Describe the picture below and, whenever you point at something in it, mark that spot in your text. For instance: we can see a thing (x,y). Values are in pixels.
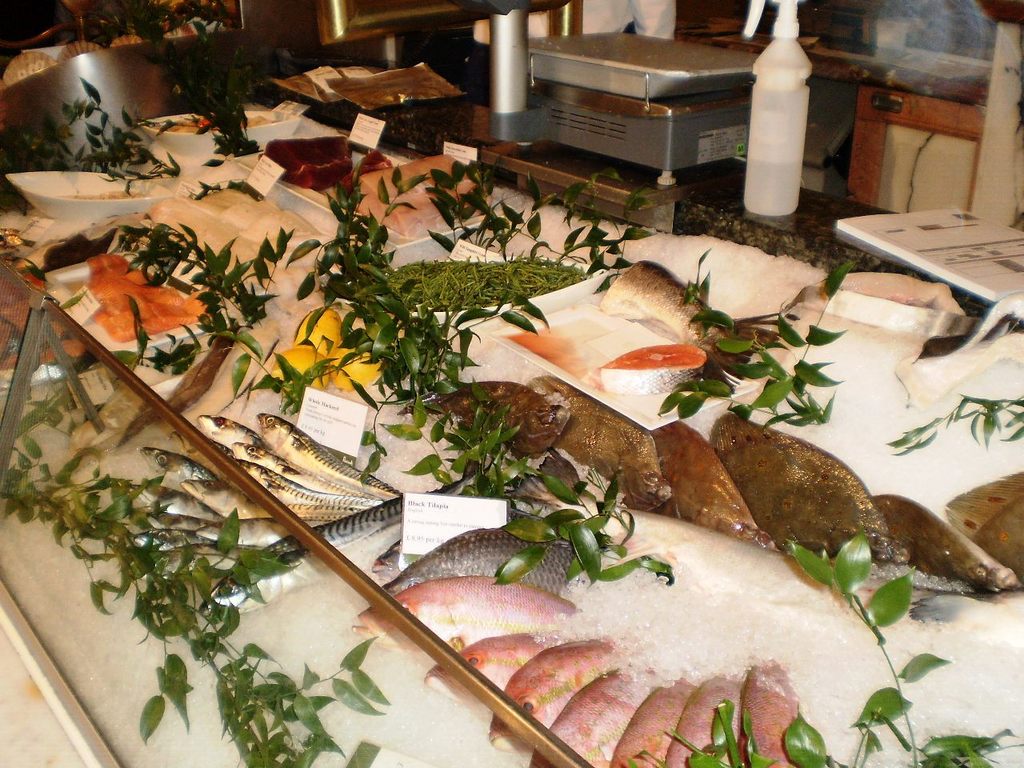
In the picture I can see plants (490,396), fishes (450,609), ice pieces (663,654) in a glass object (333,592). In the background (421,144) I can see some other things (535,86).
